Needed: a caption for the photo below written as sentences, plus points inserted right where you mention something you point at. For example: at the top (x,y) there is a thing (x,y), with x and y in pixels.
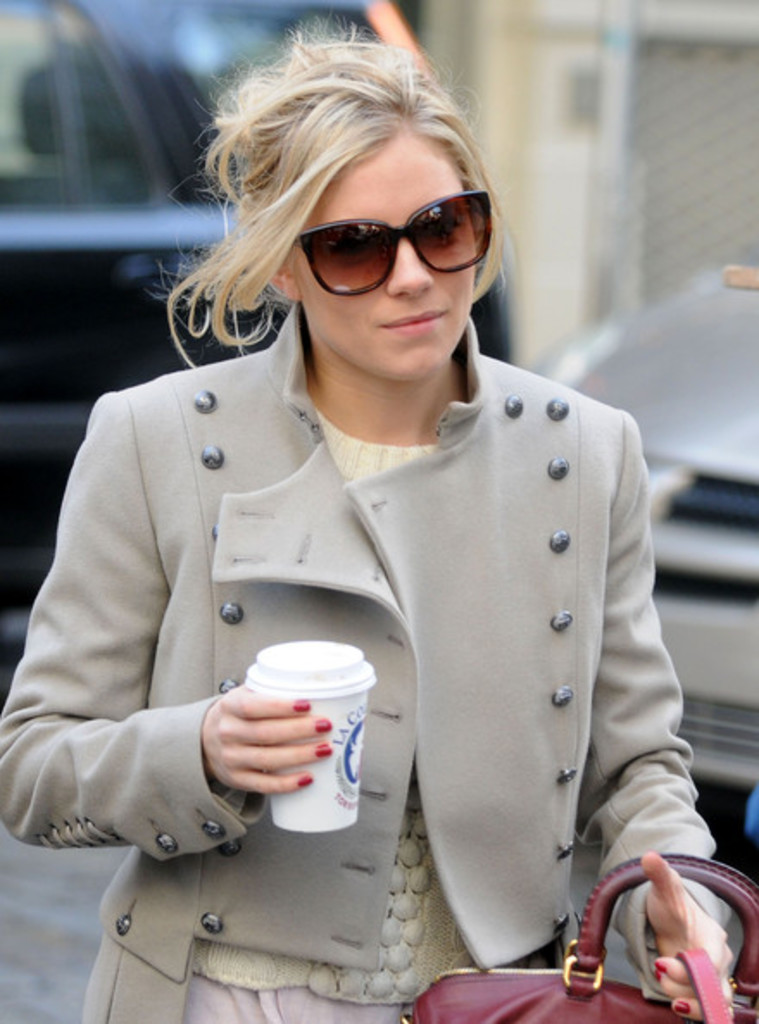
In this image i can see a woman (439,340) standing holding a glass (346,699) and a bag (609,919) at the back ground (39,226) i can see a car (24,230), a wall (500,163).
